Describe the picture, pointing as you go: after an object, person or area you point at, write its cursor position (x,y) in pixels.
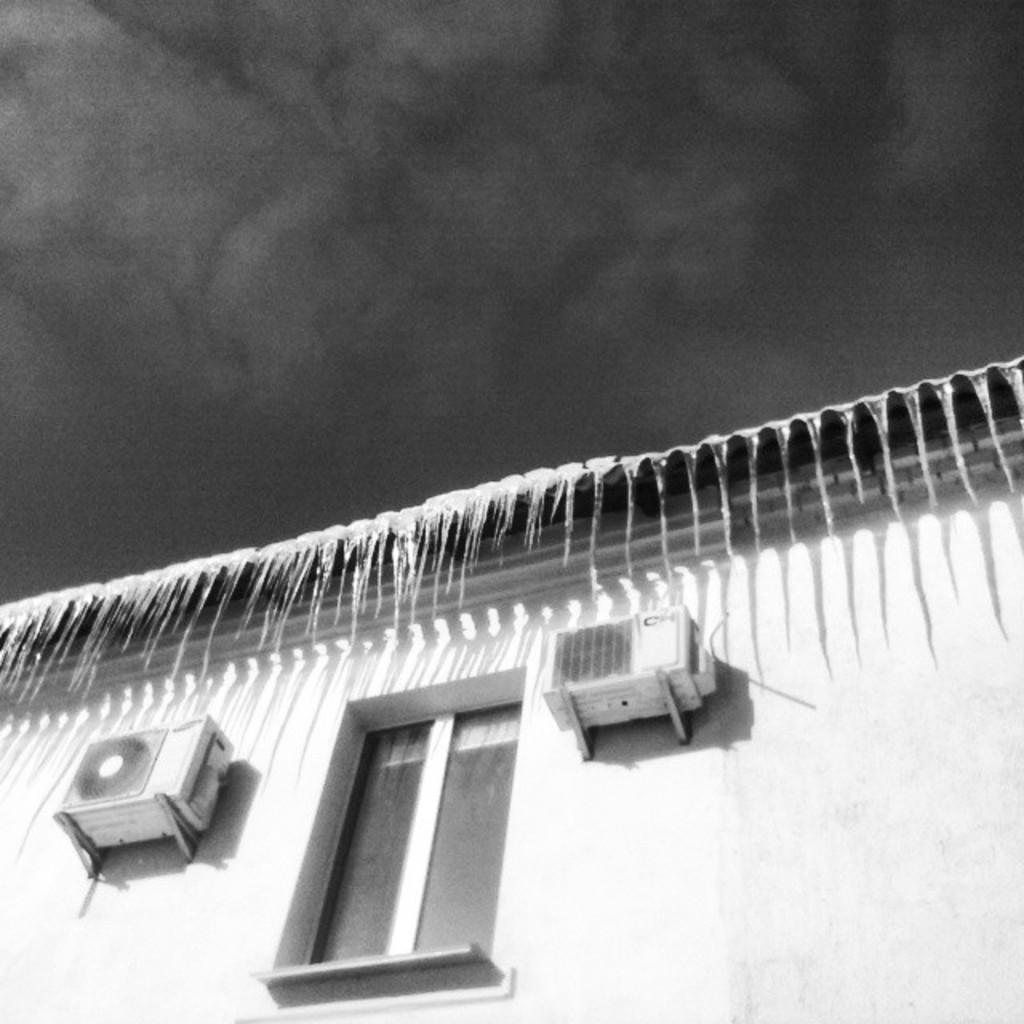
This is a black and white image. There is a building (225,914) which has a window (409,737).
